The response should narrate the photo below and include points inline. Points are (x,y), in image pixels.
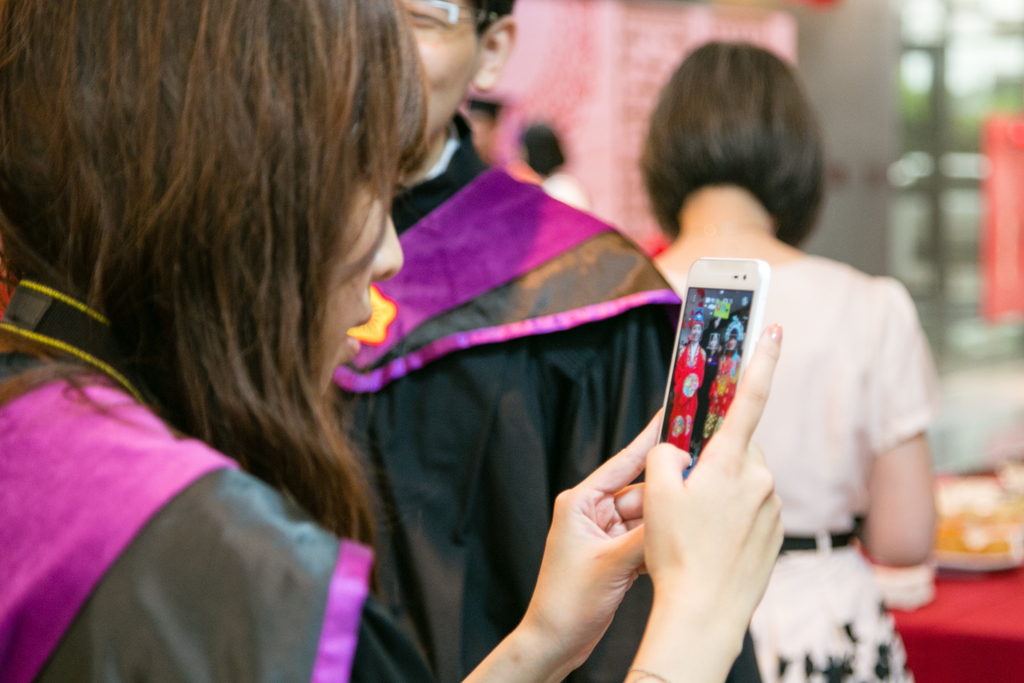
In this image there is a girl (755,402) who is using the mobile (718,402). In the background (613,229) there is a man (519,308) who is wearing the black coat (488,412) and a girl (653,173) beside him.
